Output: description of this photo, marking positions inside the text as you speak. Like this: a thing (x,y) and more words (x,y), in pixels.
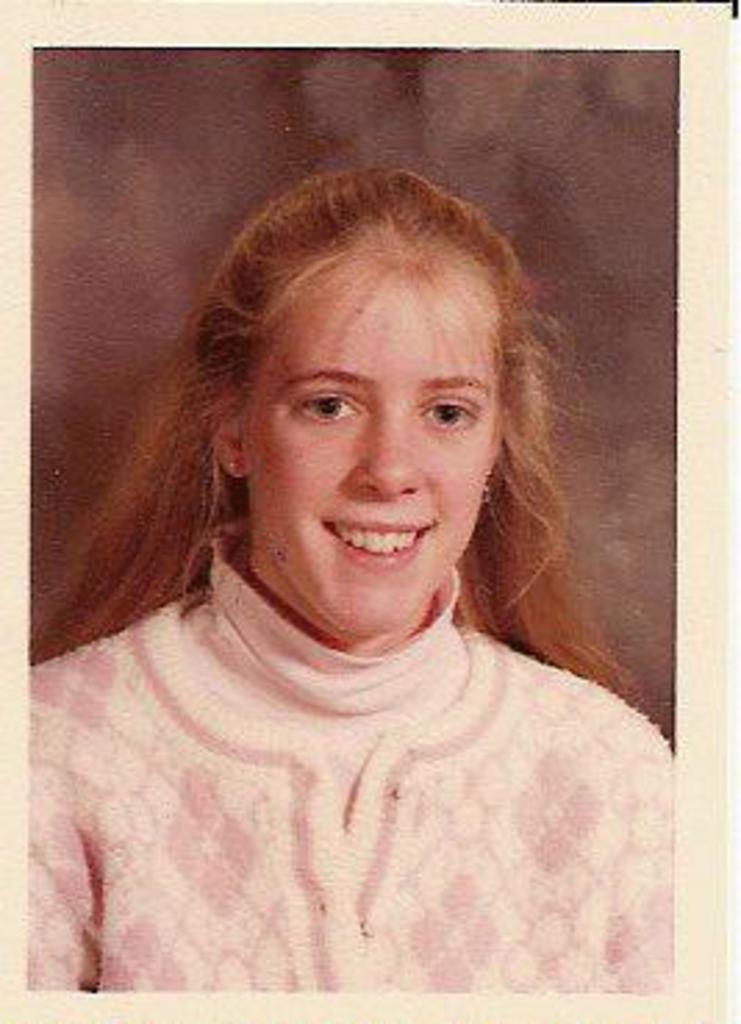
In this picture we can see the photograph (494,943) of a woman (177,733) and she is smiling.
